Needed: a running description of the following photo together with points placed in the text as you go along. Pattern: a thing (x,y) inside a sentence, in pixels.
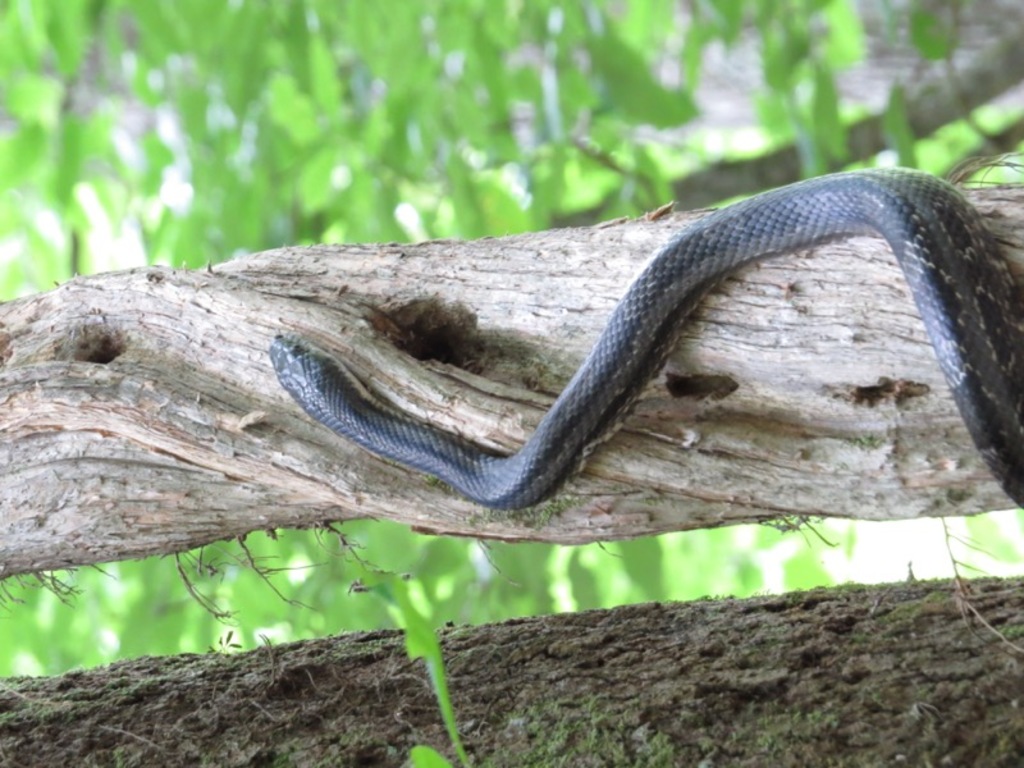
In this image we can see a snake (327,378) crawling on the trunk surface (414,350) of the tree (374,334). And in the background (392,171), we can see some trees (492,86).
